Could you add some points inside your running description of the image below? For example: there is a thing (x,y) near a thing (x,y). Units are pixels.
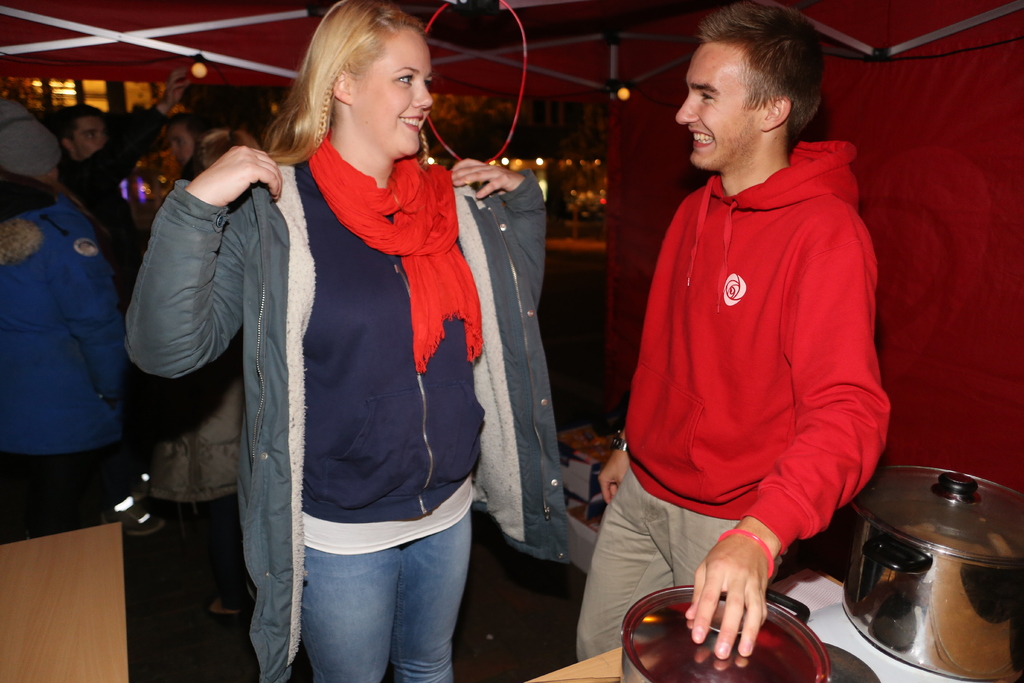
In this image we can see two persons (653,350). On the right side of the object (851,643) there are utensils (884,611) on an object (843,661). In the background of the image (8,235) there are some people (178,158), lights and other objects (658,189). On the left side of the image (118,607) there is an object (72,614).
